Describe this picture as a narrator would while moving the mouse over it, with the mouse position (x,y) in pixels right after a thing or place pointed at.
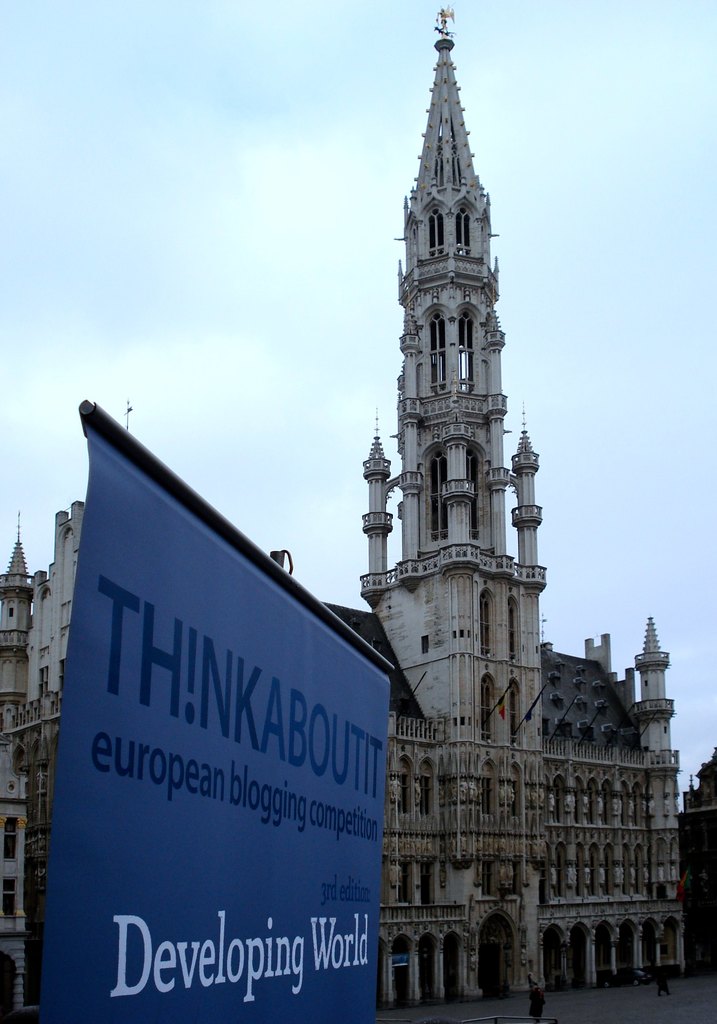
In the picture I can see the cathedral construction (556,663). I can see the hoarding (240,953) on the left side (125,755). There are two persons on the bottom right side of the picture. There are clouds (255,333) in the sky (301,211).
